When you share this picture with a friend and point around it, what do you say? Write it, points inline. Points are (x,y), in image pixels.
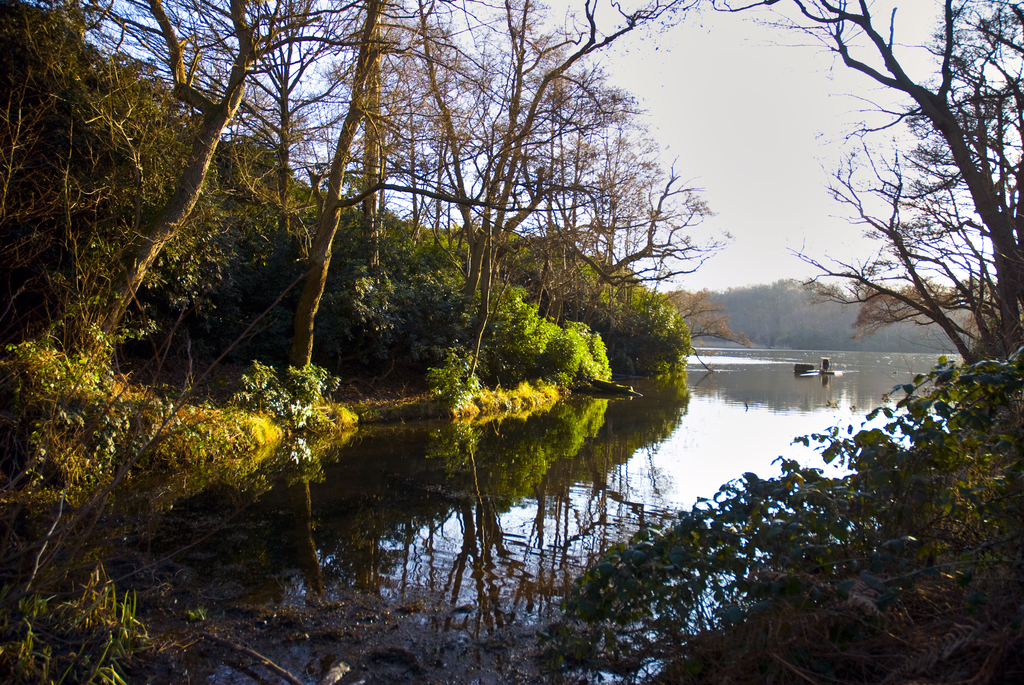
In this image I can see trees (742,326), water (378,447), boat (801,370) and the sky (808,221). This image is taken may be near the forest (615,97).
